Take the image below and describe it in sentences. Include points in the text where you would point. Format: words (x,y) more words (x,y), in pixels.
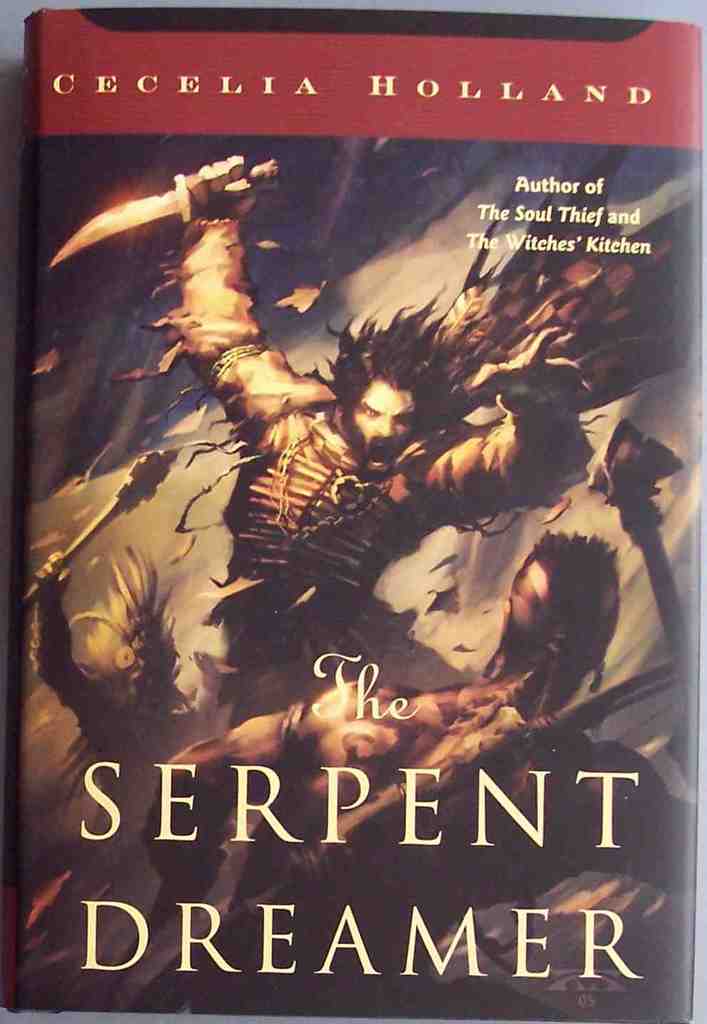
In this picture, we can see a book (589,739). On the book (617,928), we can see some text (605,819) written on it, we can also see a painting (411,413) of man (275,545) holding weapons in his hand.
